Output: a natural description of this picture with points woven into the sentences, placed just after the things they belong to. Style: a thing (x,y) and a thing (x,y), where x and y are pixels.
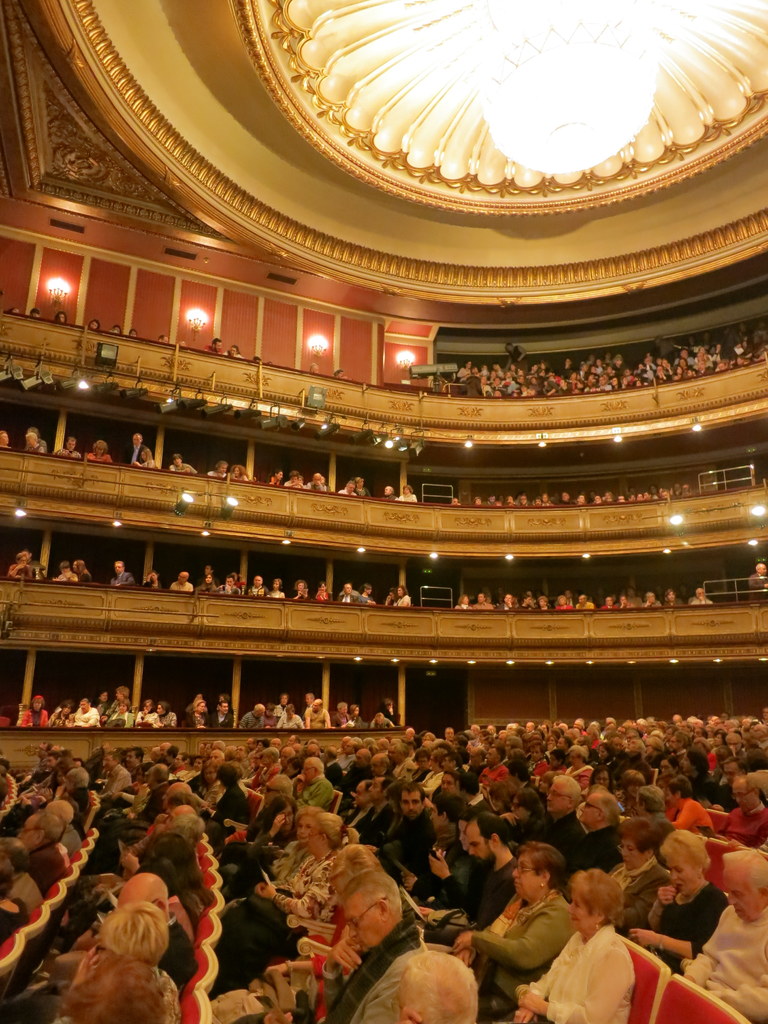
In this picture we can see a group of people (262,857) sitting on chairs (235,833) and some people (145,708) are standing and this is an inside view of a building (645,657).
